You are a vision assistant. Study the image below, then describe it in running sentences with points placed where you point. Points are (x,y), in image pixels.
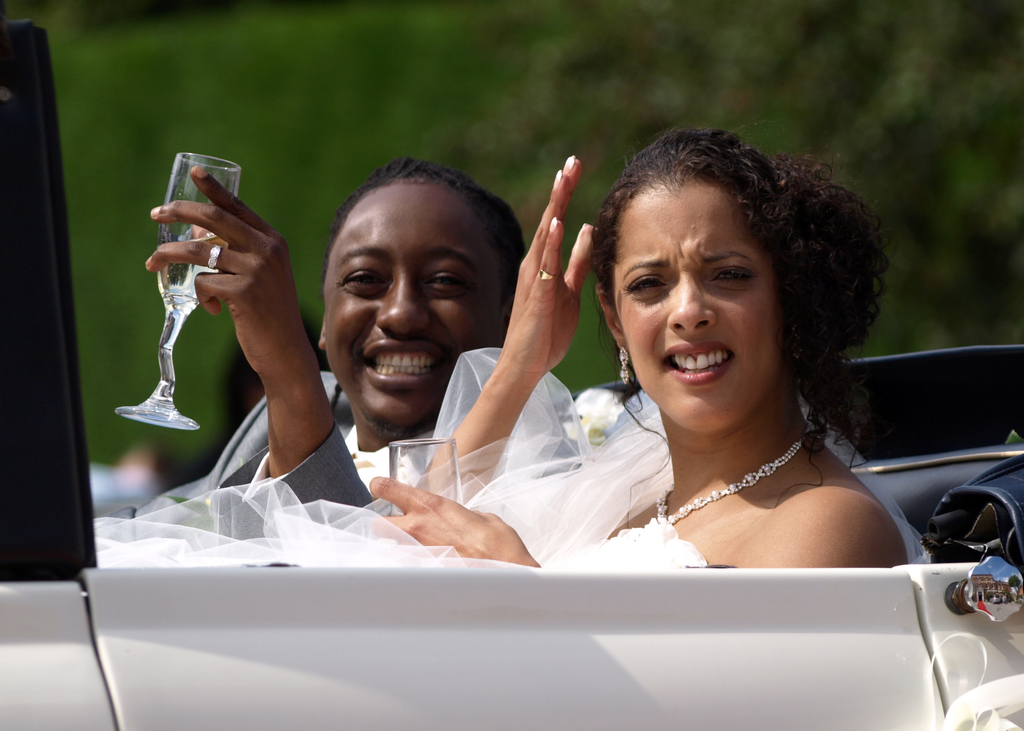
In this picture i could see two persons (535,406) riding a car (426,618) the man (331,455) holding a wine glass (164,405) in his hand (235,235) and a woman (570,332) in the white wedding dress (579,470). In the background (581,94) i could see the greenery (398,102).
